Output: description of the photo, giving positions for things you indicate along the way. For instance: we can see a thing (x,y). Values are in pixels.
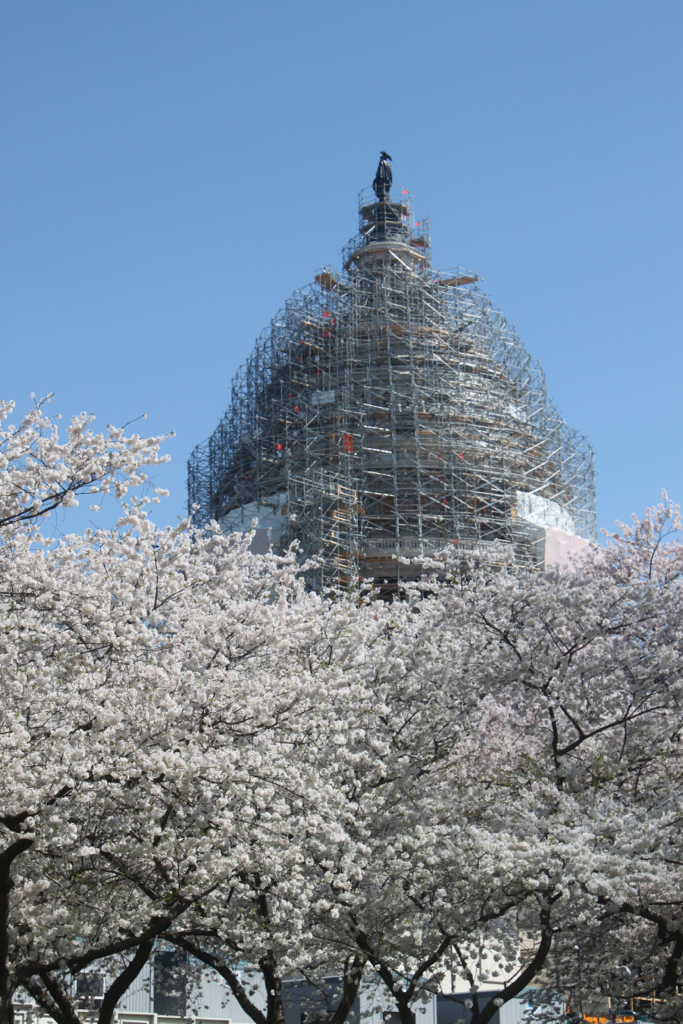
In this image I can see few trees (169,746) and I can see the leaves (184,770) of trees (171,716) are white in color. In the background (385,407) I can see the building (420,490), few metal rods (374,406) around the building (395,403) and the sky (288,205).
